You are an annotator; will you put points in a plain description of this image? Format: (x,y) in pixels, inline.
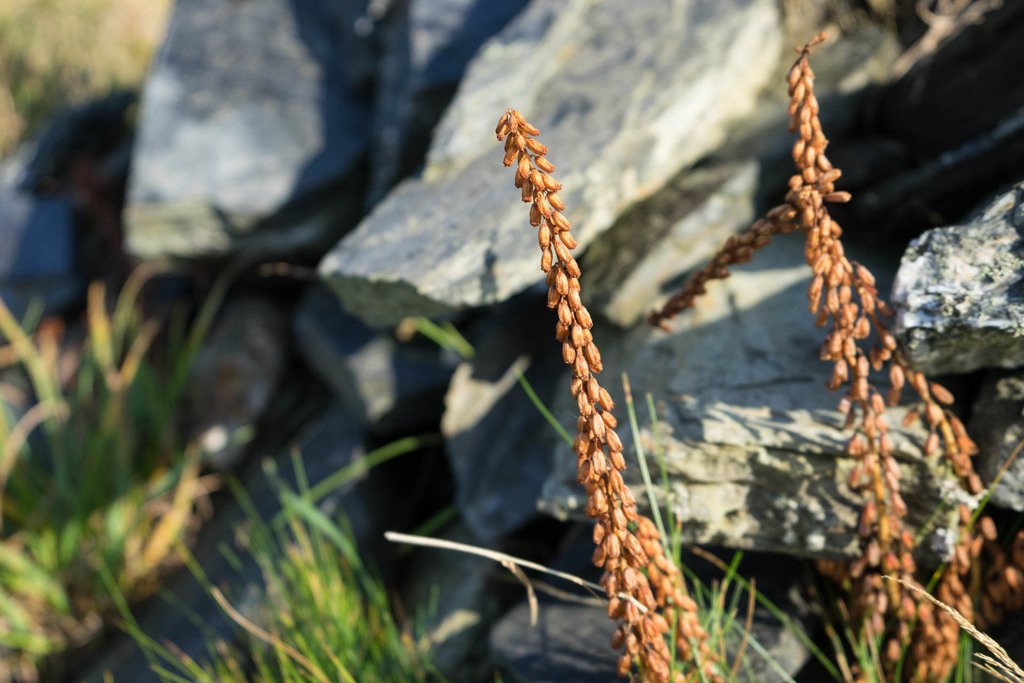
In this image we can see some rocks (686,544), some grass (393,641) on the ground (100,36), one object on the rock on the top right side of the image (817,132), it looks like few plants stems (593,417) with buds (810,114) on the bottom right side of the image (955,583) and the background (879,122) is blurred.
